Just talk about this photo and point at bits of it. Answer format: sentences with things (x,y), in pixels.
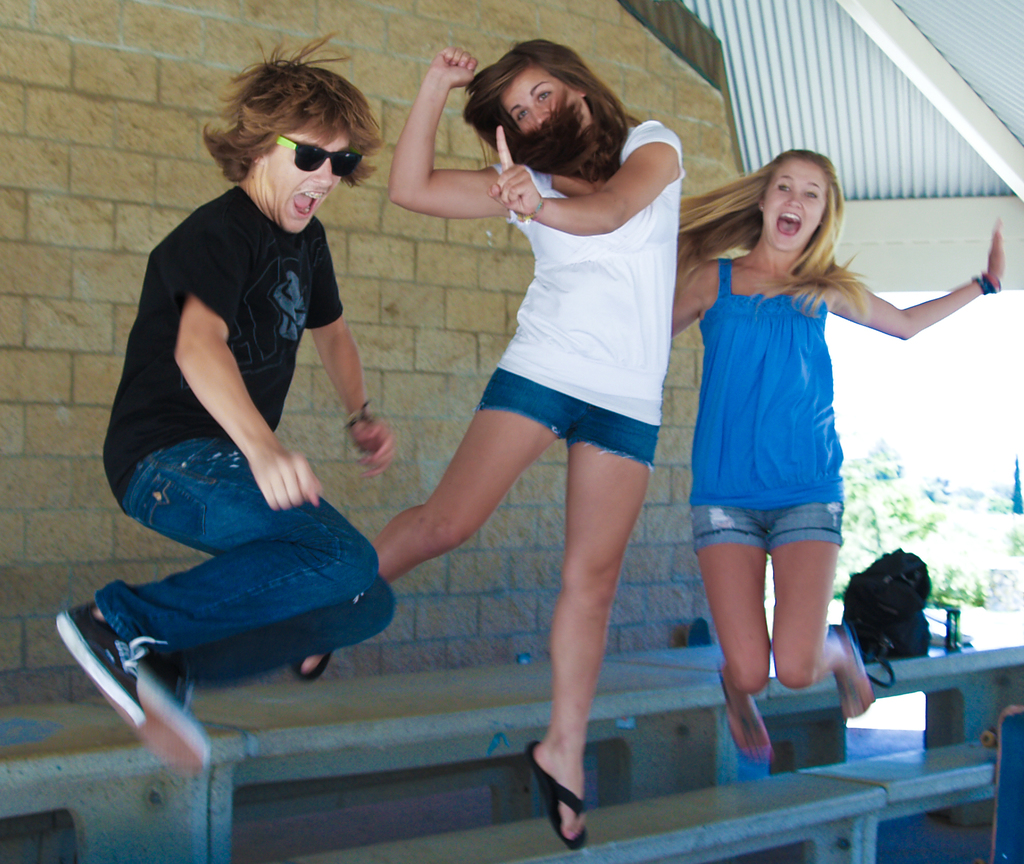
In this image there are three persons (603,364) jumping. Below them there are benches (834,773) and table (842,749). On the table (896,675) there is a bag (900,608). Behind them there is a wall (113,81) of the house (734,45). To the right (906,495) there are plants (884,521).
